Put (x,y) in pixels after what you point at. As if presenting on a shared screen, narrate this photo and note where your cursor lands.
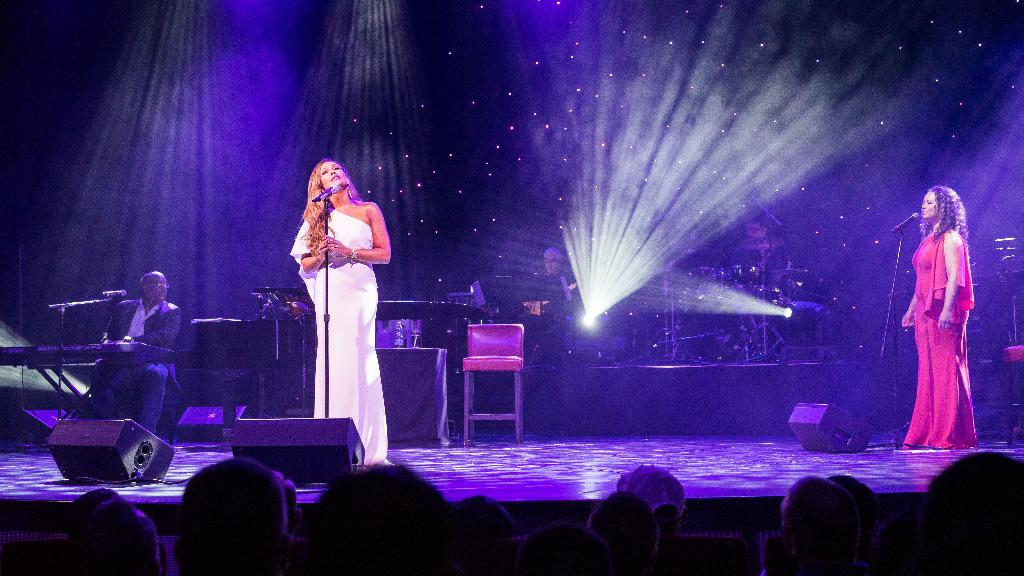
This image is taken indoors. At the bottom of the image (496,506) there are a few people (262,529). In the middle of the image (343,252) a woman (337,288) is standing on the dais (479,455) and there is a mic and there are a few lights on the dais (911,461). On the right side of the image (962,327) another woman (954,331) is standing and singing and there's a mic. In the background (211,327) there are a few musical instruments (411,317). There is a table (436,373) and there is an empty chair (479,362). On the left side of the image (181,337) a man (149,404) is sitting on the chair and there is a piano (106,357) and a mic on the dais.
